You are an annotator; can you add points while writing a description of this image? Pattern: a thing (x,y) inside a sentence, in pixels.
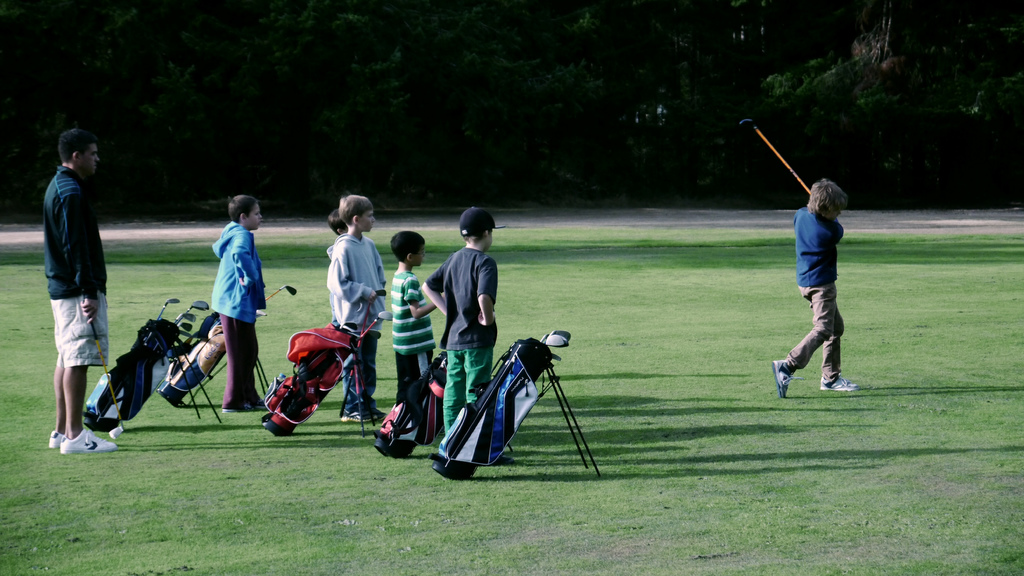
There are group of people (456,307) standing. I can see a boy (817,268) standing and holding a golf stick (790,171). These are the golf kit bags (192,358), which are placed on the grass (246,440). In the background (326,87), I can see the trees (677,109).
